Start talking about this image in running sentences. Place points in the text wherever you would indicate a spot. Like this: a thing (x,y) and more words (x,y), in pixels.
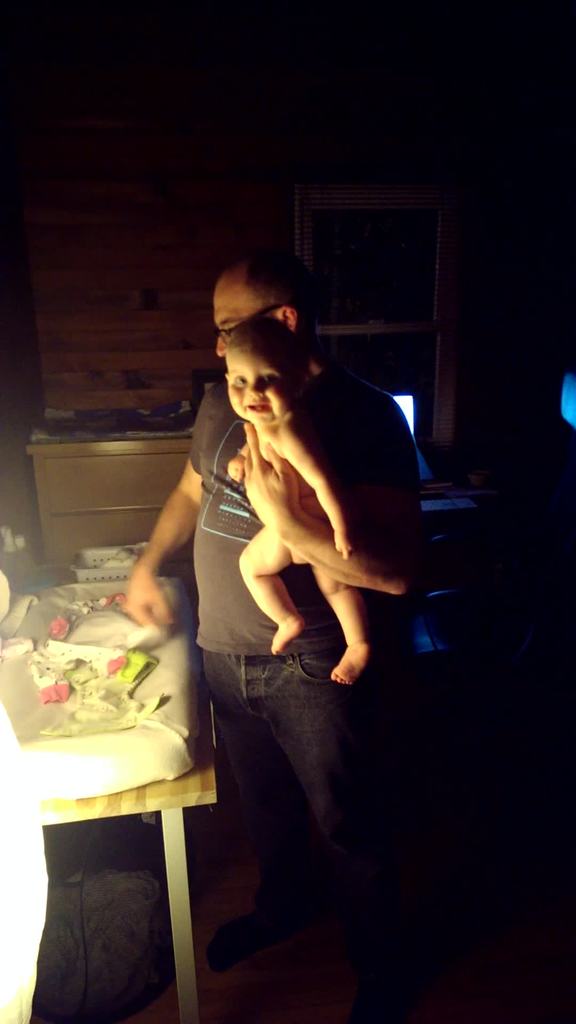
In this image we can see one person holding a child (246,338), we can see a table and a few objects (33,721) on it, beside that we can see few objects (482,614), we can see the wall (524,259).
